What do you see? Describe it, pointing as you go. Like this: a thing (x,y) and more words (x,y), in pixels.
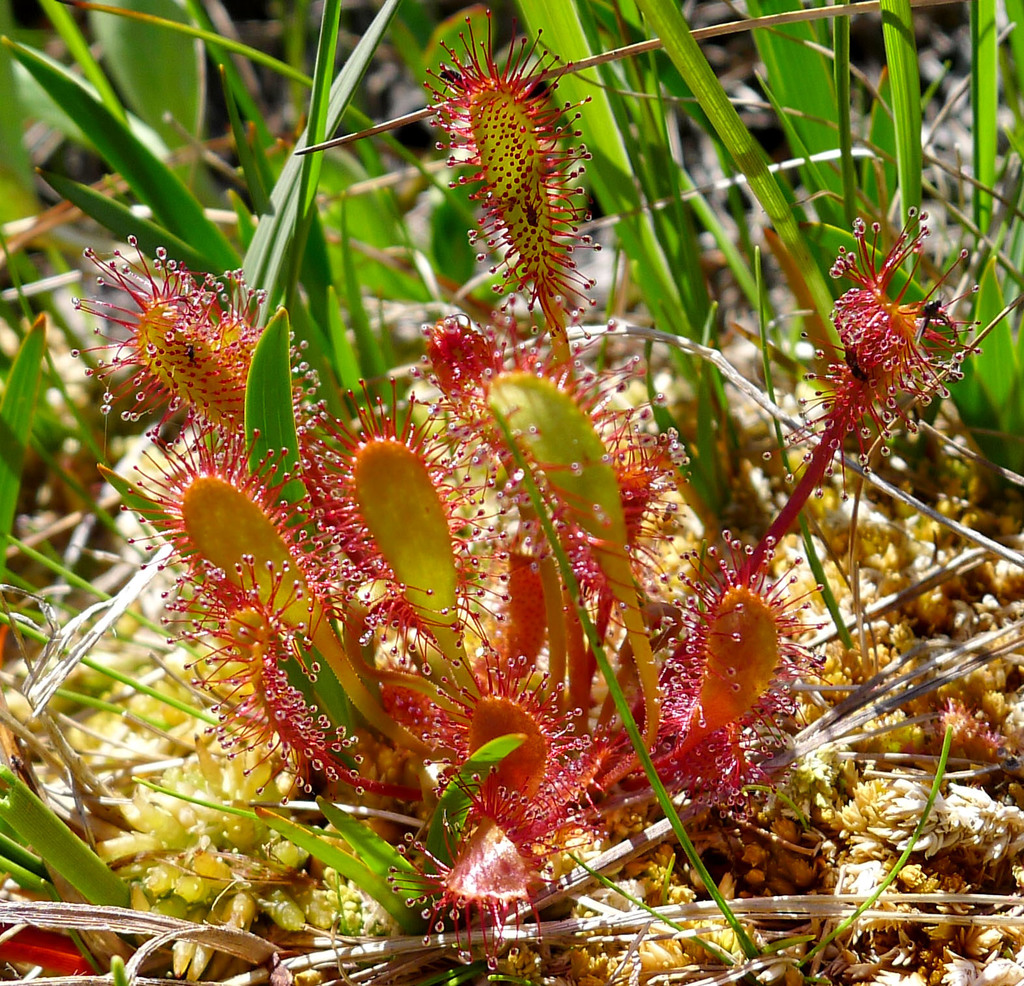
In this image we can see a plant (522,511) and some leaves (556,547).
